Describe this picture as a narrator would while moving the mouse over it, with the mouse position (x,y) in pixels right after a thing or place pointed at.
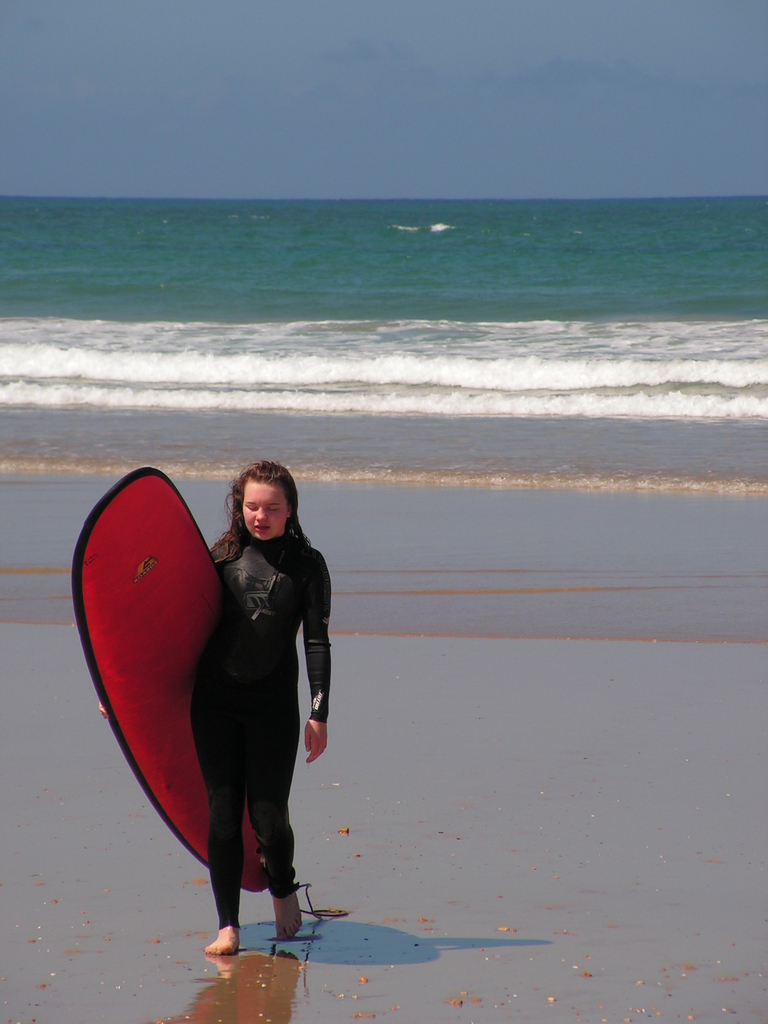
A woman (267,556) is walking on the beach (151,822) holding surf board (159,683) in her hand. In the background (390,317) there is water (121,209) and sky (361,159).
